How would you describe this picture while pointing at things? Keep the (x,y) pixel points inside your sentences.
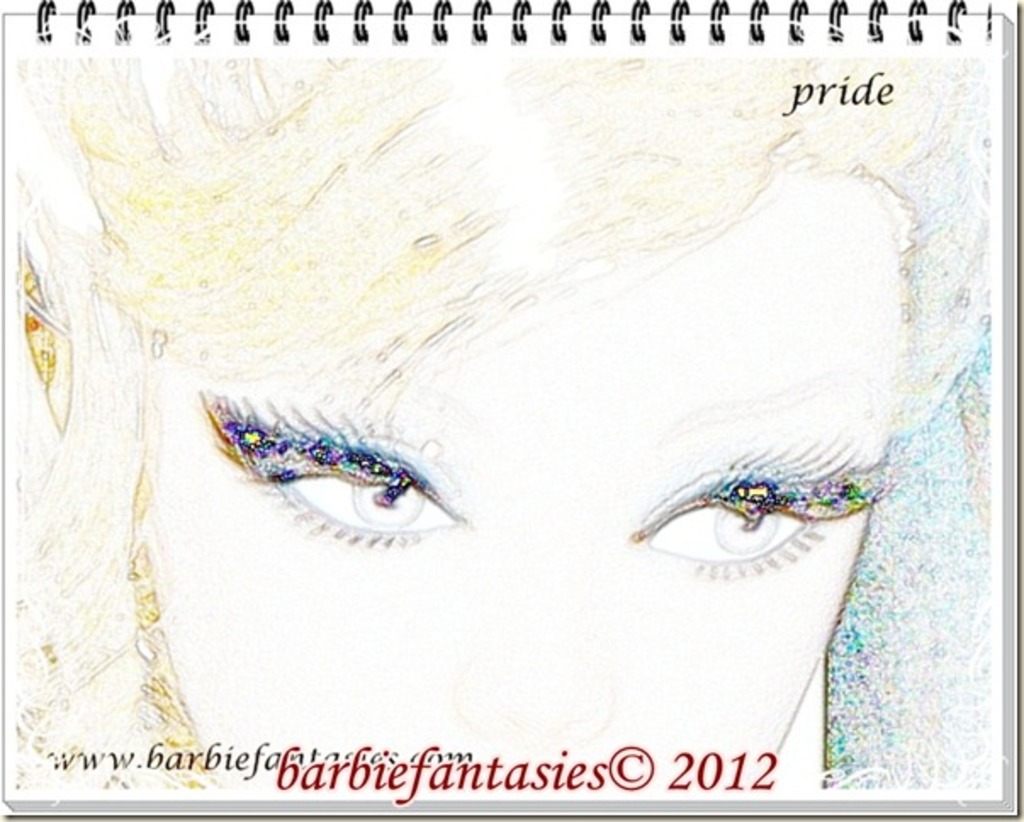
In this image we can see an animation of a person (604,464) on some object (511,794). There is a design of a spiral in the image. There is some text (519,758) at the bottom (445,774) and top of the image (830,87).
